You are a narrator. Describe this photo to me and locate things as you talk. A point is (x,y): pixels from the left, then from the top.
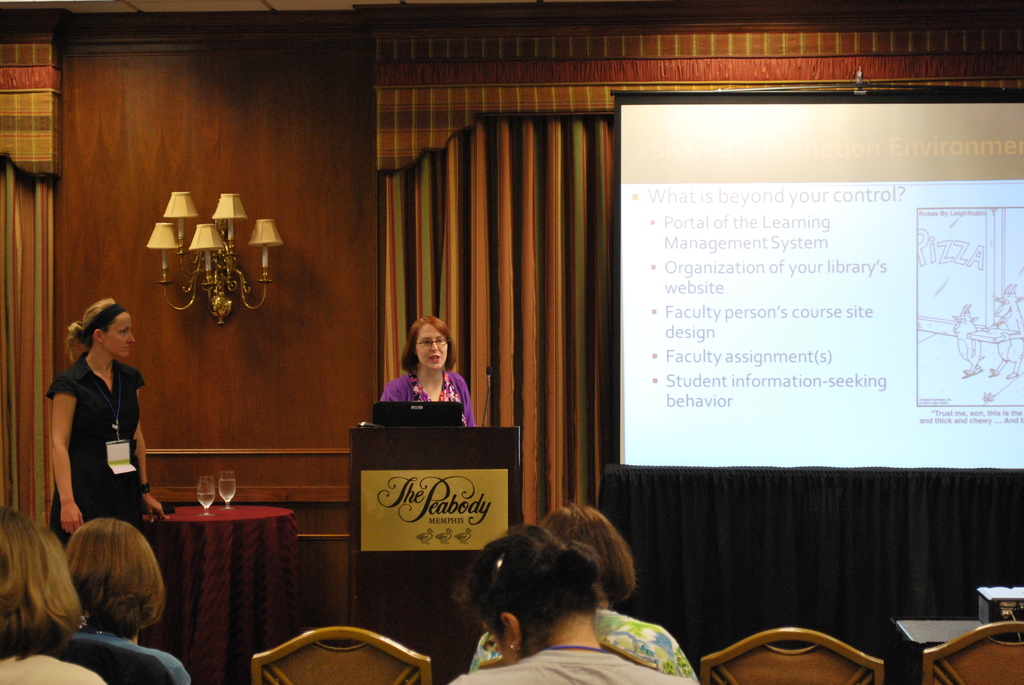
In the foreground of this image (593,645), there are women (66,649) sitting on the chairs (962,672). In the background (473,440), there is a woman (426,329) standing near a podium (500,491) and also a woman (134,463) standing near a table (244,528) on which two glasses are there. In the background (408,221), there is a wall (255,110), curtains (499,211), lamp (218,255) and the screen (721,322).
